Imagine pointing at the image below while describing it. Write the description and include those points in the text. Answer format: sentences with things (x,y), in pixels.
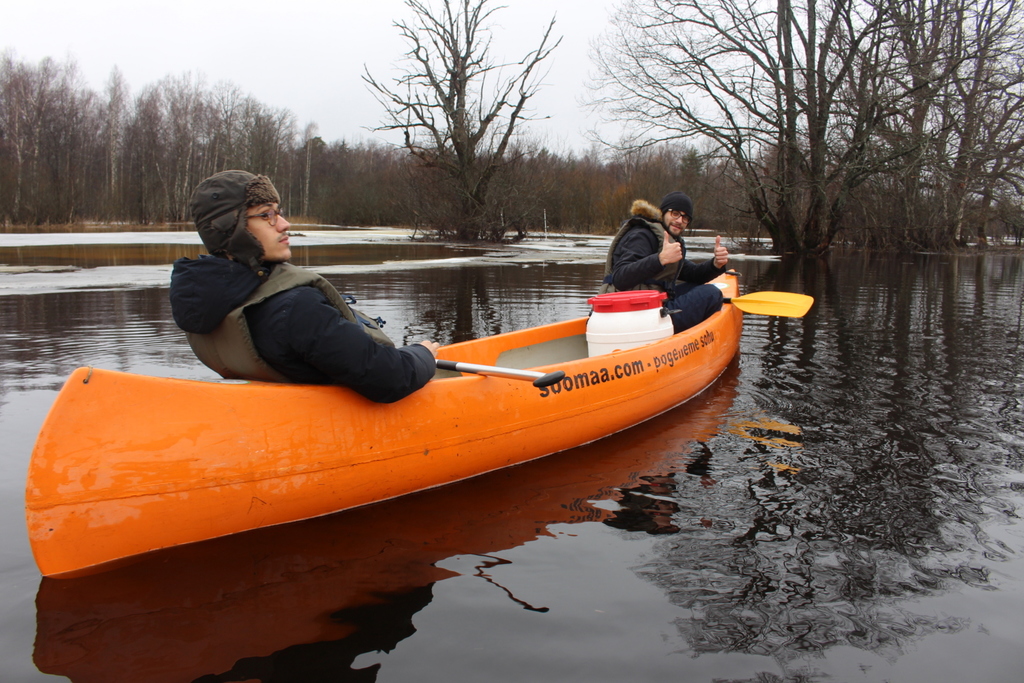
In this image there is the sky (437,69) towards the top of the image (244,68), there are trees (583,170), there is water (128,301), there is a boat (451,391), there is an object (613,332) in the boat (566,339), there are two men (315,317) sitting in the boat (688,339), there are boat oars (484,366), there is text (653,366) on the boat (652,364).
